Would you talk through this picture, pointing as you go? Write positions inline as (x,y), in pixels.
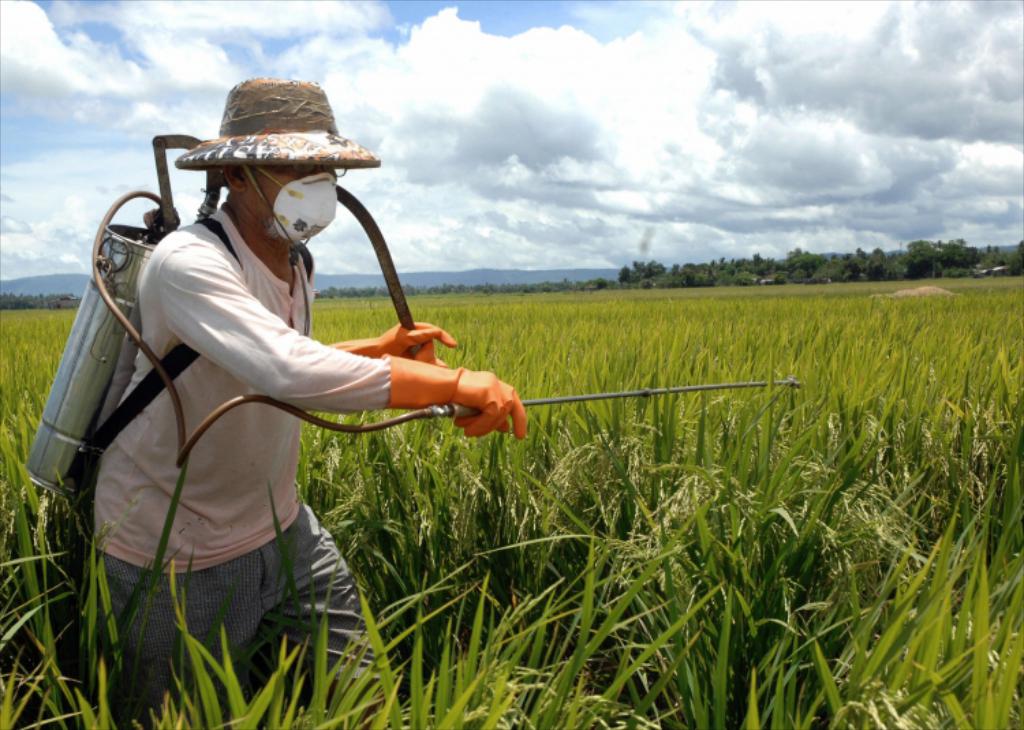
In this picture I can see a person (289,262) with an agriculture spray machine (448,412), there is grass (665,513), plants (673,447), trees (638,267), and in the background (727,258) there is sky (733,94).
